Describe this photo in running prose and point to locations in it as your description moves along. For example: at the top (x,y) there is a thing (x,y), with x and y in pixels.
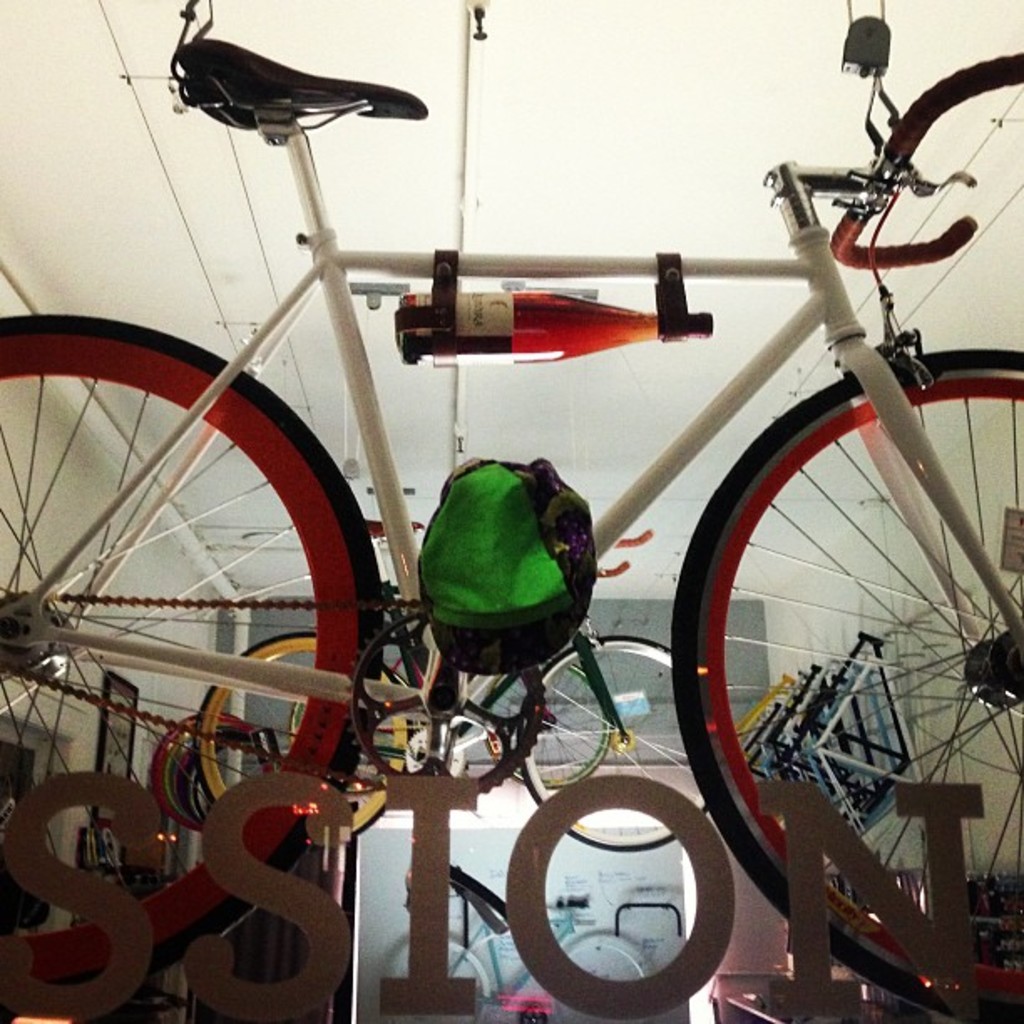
There is a bicycle (310,506) in the foreground area of the image (310,520) and text (527,874) at the bottom side (647,839), it seems like another bicycle (655,823), metal holders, frames (820,733) and other items (627,698) in the background (367,292).
